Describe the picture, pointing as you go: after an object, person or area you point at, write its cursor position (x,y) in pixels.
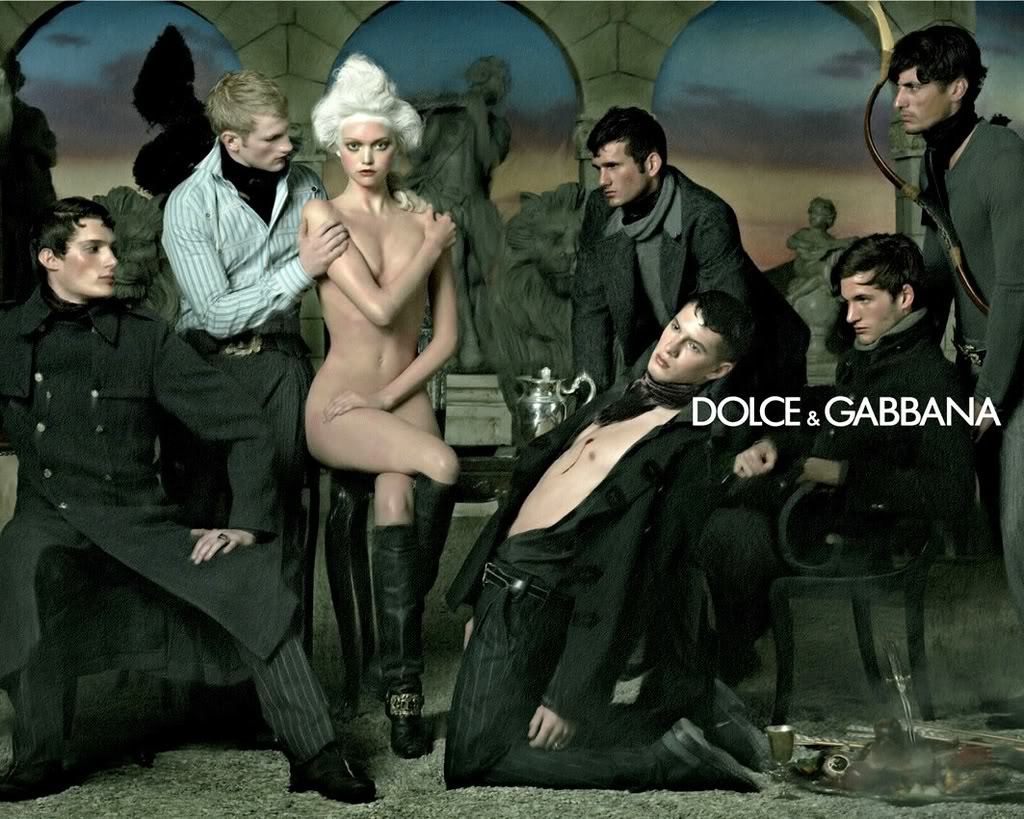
This image is a photograph. In this image we can see a woman (431,223), men (246,372), chair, statues (467,116), pillars (599,112), sky (722,84) and clouds (788,145).
